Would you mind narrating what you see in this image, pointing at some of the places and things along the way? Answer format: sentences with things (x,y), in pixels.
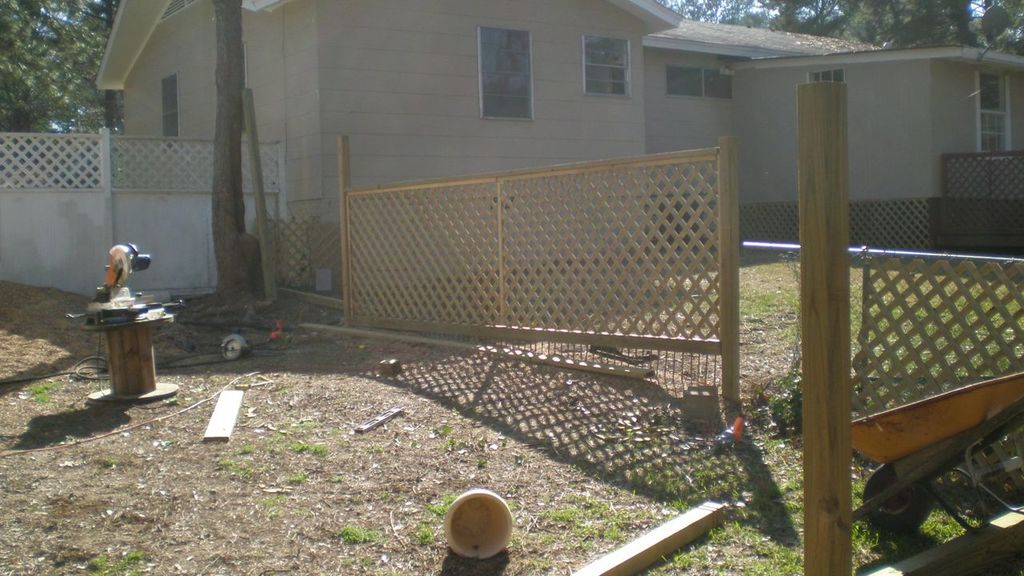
In this image there is a metal cutter (120,296) on the wooden wheel (141,352). In the background (326,83) there is a house (278,89). On the right side (706,238) there is a wooden fence (376,219). At the bottom (429,506) there is ground (297,493) in which there are small plants (439,516) and a bucket (458,516). On the right side (927,445) bottom there is a trolley (968,428). There are trees (67,56) on either side of the house (526,80).
